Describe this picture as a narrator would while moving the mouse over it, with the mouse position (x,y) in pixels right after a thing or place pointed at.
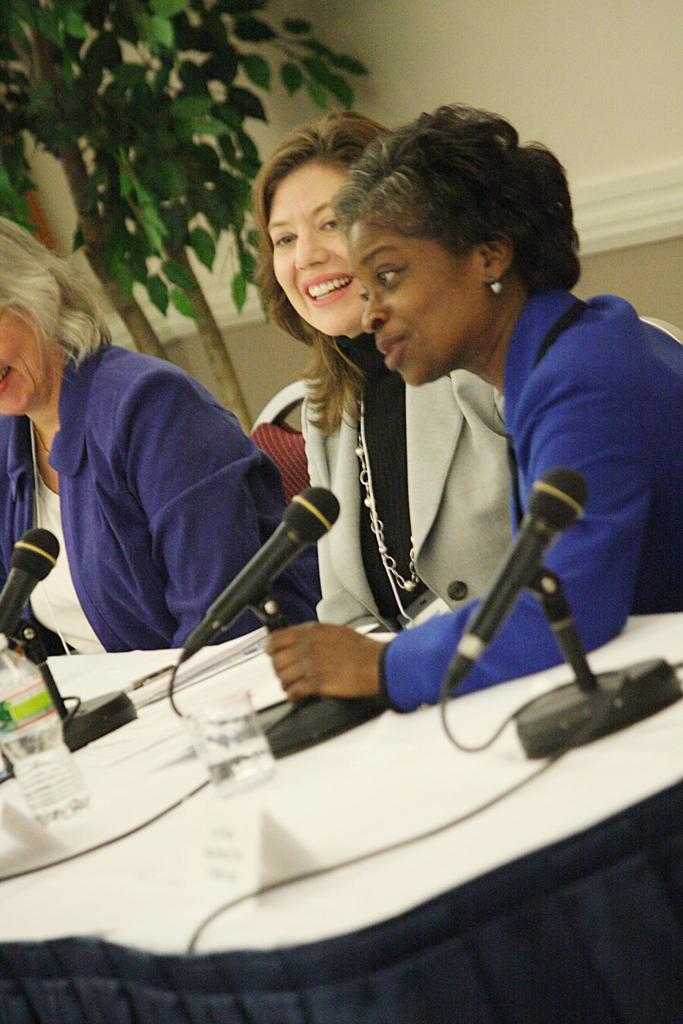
In this image i can see a three persons (365,347) sit on the chair (260,426). on the middle (333,362) a woman (319,303) wearing white color jacket (343,476) she is smiling and in front of them there is a table (114,753), on the table (97,766) there are the mikes (15,605) and bottles (25,694) visible and there is a glass (215,739) visible and back side of them there is a plant (187,95) is visible.
